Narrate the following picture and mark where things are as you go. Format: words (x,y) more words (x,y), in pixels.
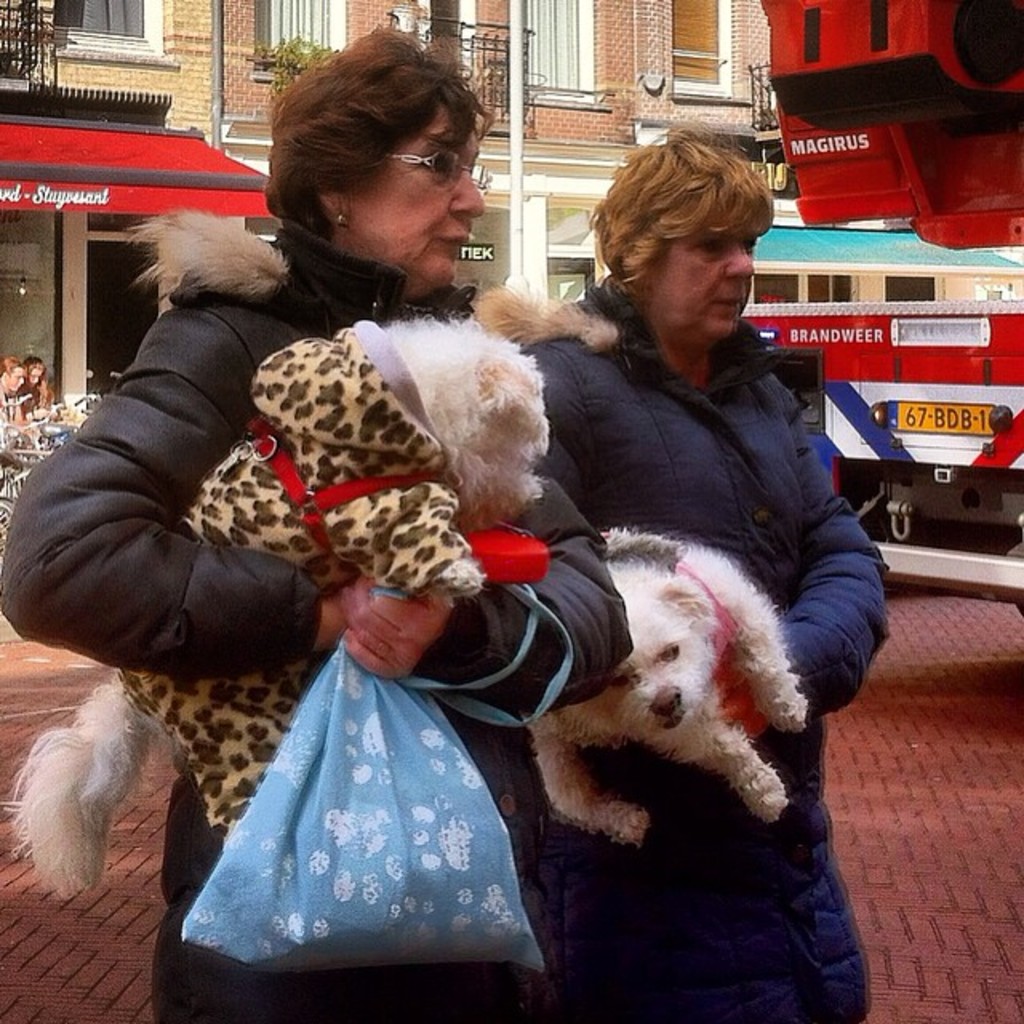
In this image I can see two women (652,1002) are standing and holding animals (71,820). In the background (865,504) I can see few vehicles (810,157) and few buildings (179,42).
